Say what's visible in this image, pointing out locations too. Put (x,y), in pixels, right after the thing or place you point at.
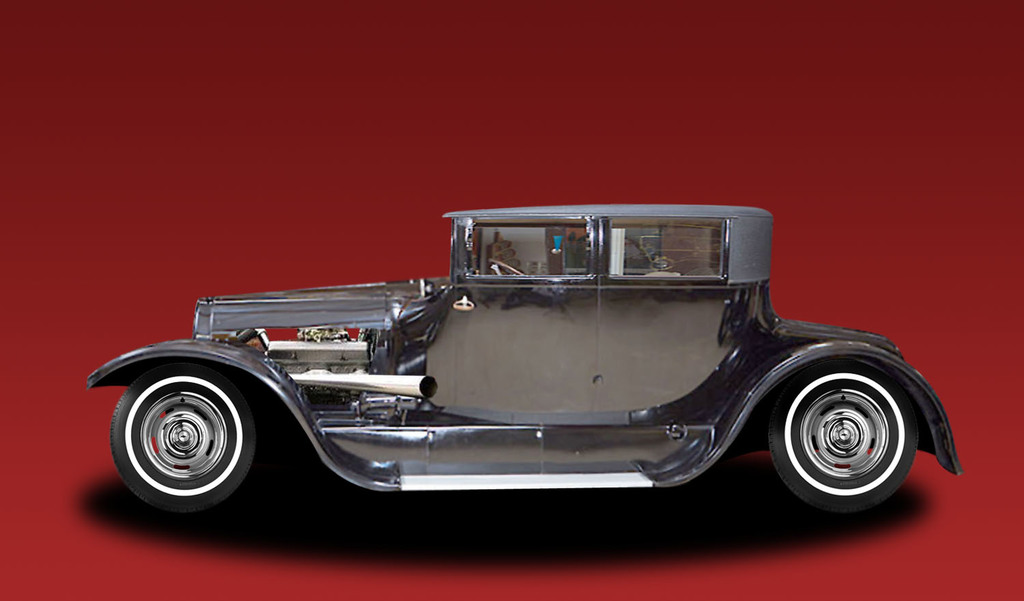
In this image I can see a car (646,338) and a red color background (621,161).
